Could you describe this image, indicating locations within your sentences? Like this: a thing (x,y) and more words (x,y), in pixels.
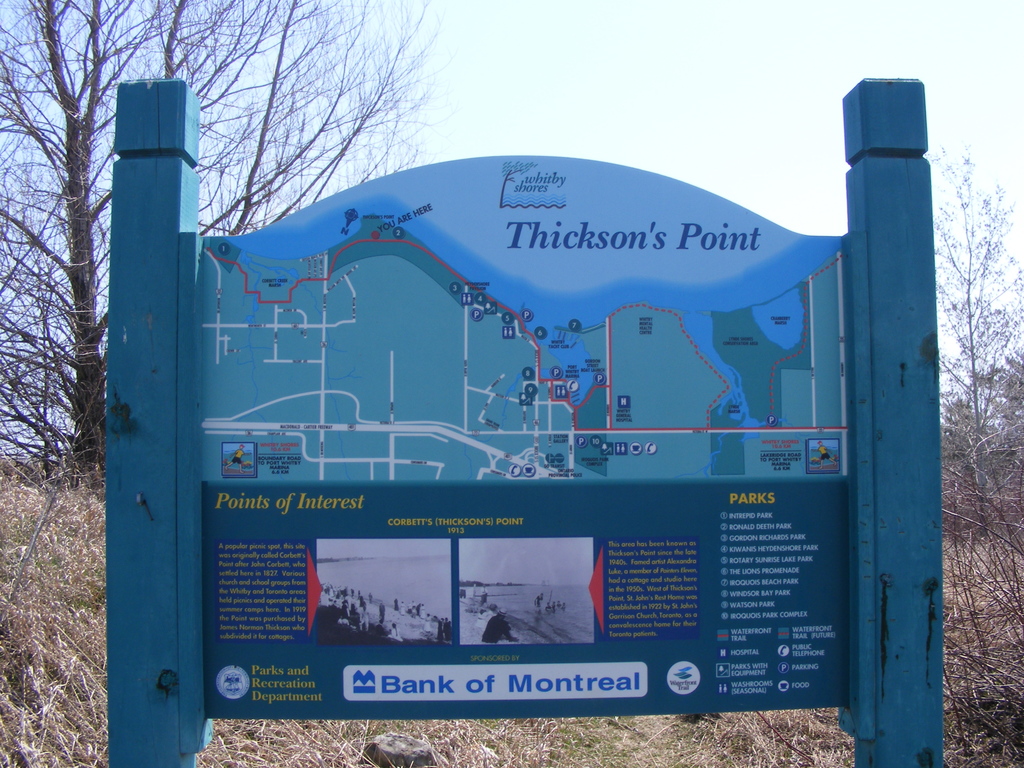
In this image we can see a board (551,432). We can see a map (551,432), few photos (423,597) and some text (748,590) on the board (470,595). There are few trees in the image. There are many plants (73,694) in the image. We can see the sky (699,79) in the image.
